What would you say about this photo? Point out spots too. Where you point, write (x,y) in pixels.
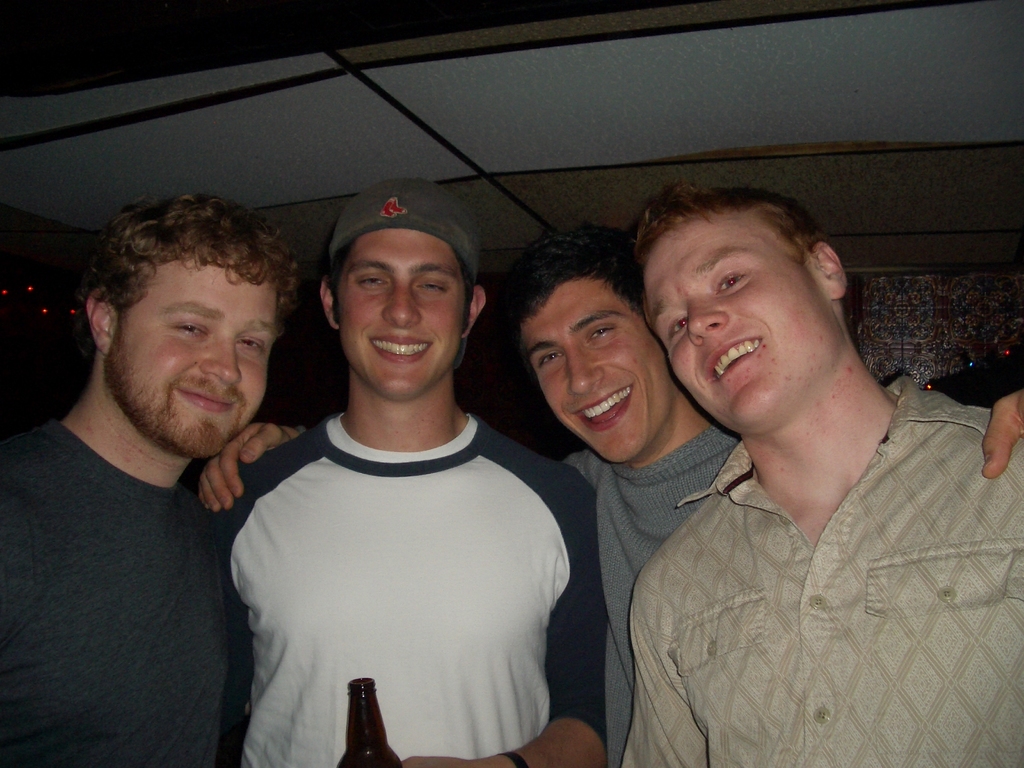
In the center of the image (409,272) there are people (167,361). In the background of the image (931,306) there is wall (555,452). At the top of the image (510,89) there is ceiling (486,47).
